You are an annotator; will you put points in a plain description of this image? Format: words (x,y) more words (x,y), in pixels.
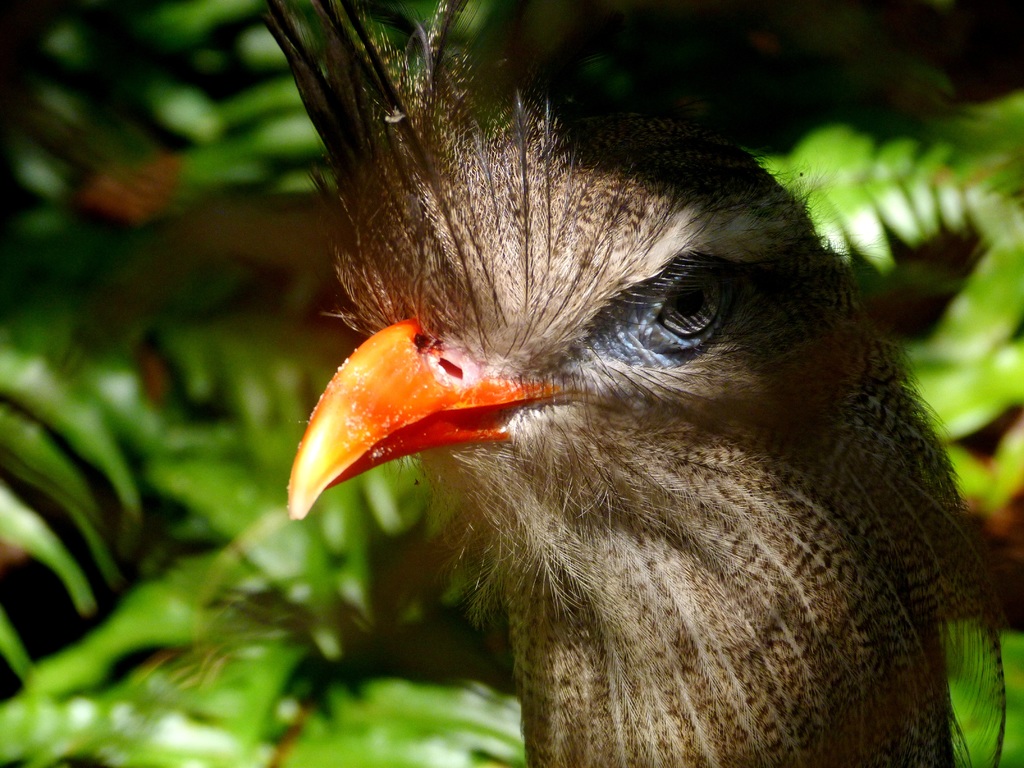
In this image we can see a bird (416,313) and in the background (144,488) there are some trees (417,585).
